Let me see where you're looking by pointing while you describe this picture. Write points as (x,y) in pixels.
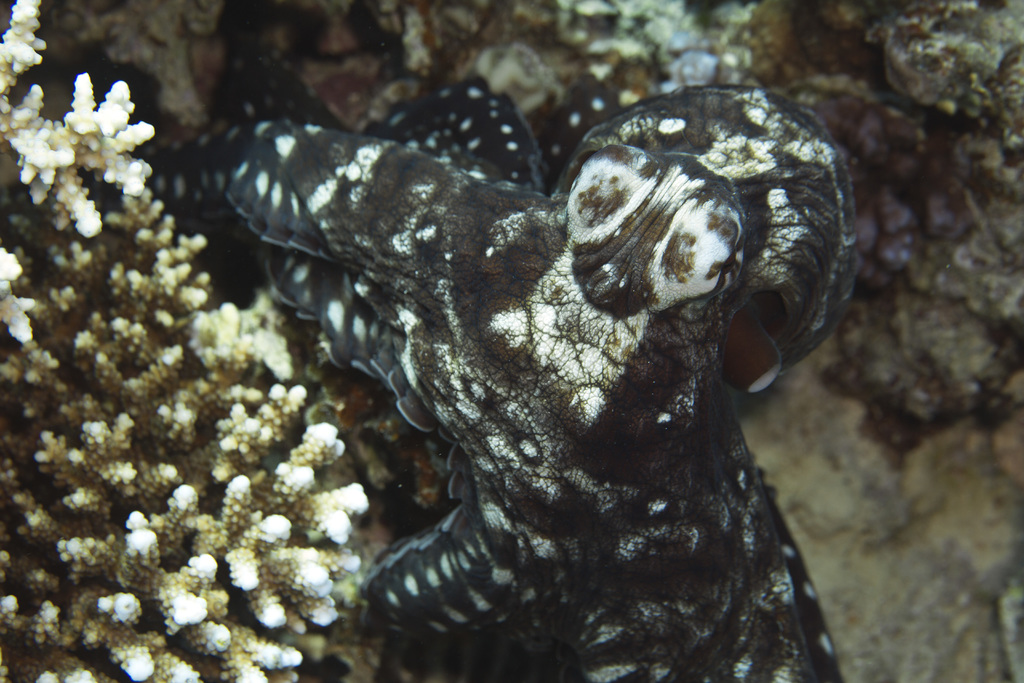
In this image we can see an animal (545,275), corals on the left side (126,408) and stones (997,95) on the right side (862,595).
